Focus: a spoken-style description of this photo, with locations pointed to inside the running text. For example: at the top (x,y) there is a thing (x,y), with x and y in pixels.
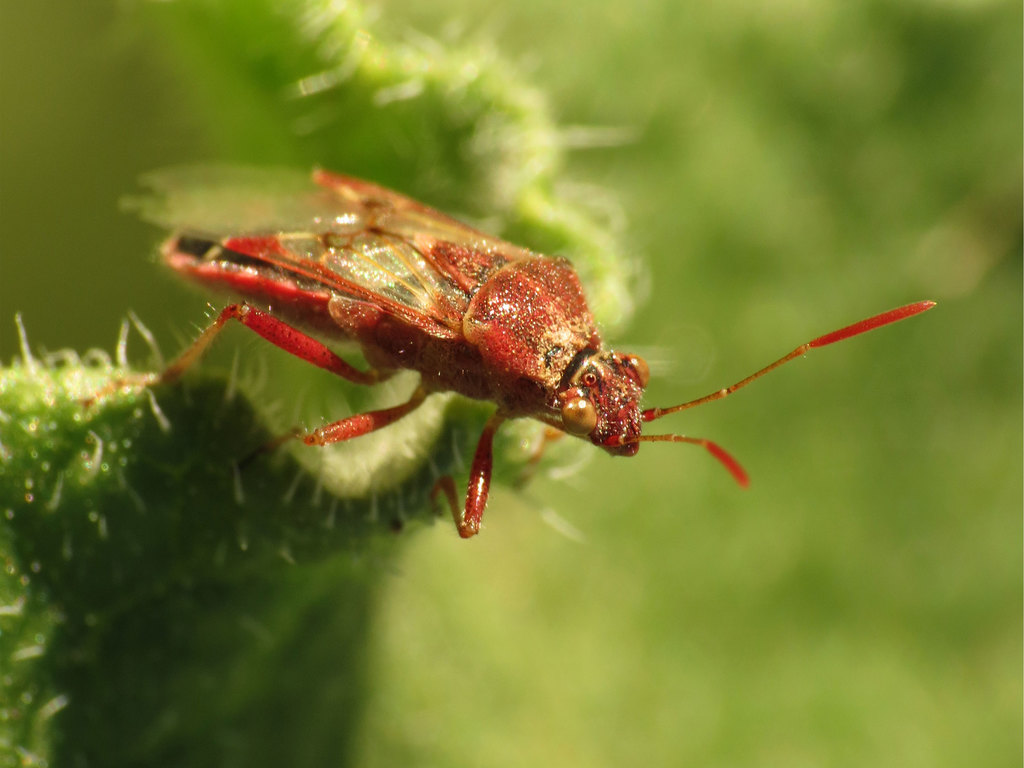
In this image I can see an insect (527,400) which is in red and brown color. It is on the plant (344,399). I can see the blurred background (924,139).
